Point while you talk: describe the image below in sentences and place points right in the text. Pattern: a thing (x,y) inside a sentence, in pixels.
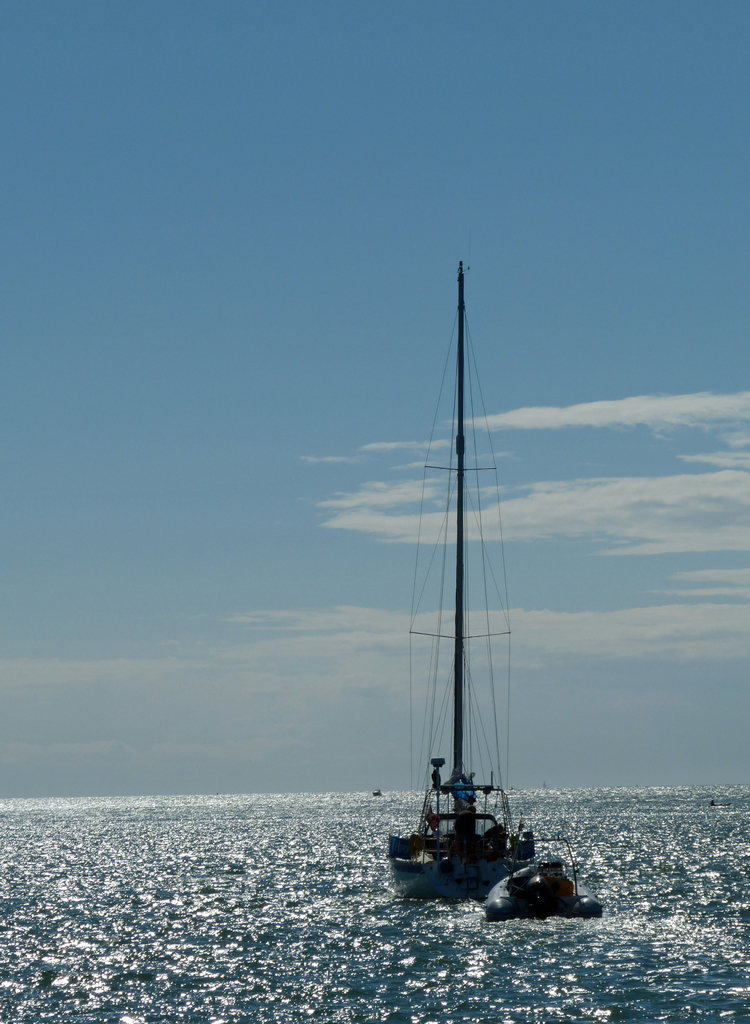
In this image we can see a ship (482,839) on the sea (653,855). In the background (519,414) there is a sky (604,491).
